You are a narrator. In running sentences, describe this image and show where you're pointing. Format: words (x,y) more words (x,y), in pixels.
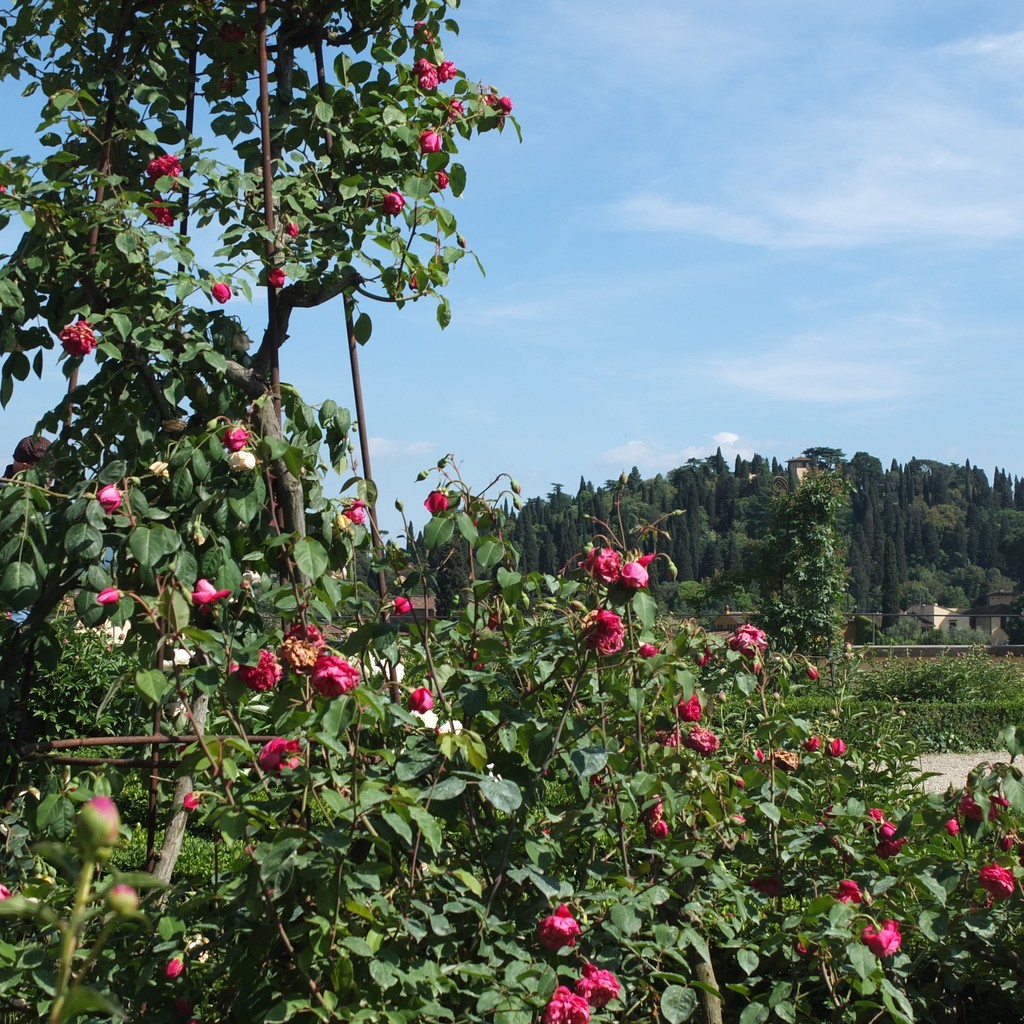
In the center of the image (394,642) we can see plants (386,812) with flowers (563,925). In the background (665,410), we can see the sky (662,307), clouds (803,226), trees (862,475), plants (992,730) and a few other objects (995,611).
